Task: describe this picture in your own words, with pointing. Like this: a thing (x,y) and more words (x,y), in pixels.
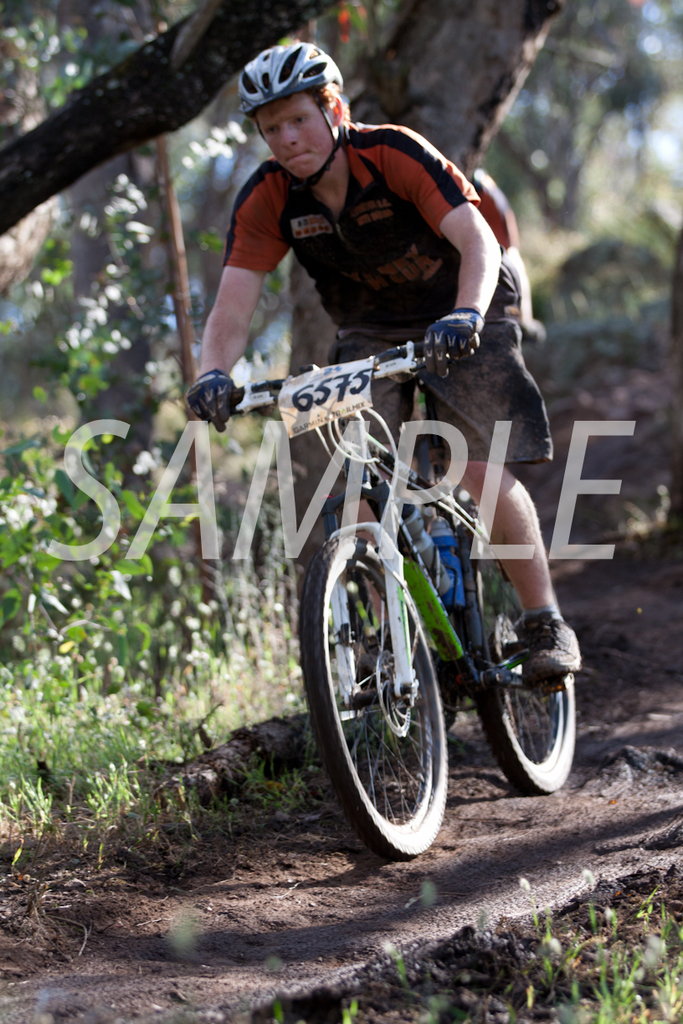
In the image there is a man (350,256) riding cycle (453,679) on the sand floor (618,652) and the background of the man (379,135) is blur.
